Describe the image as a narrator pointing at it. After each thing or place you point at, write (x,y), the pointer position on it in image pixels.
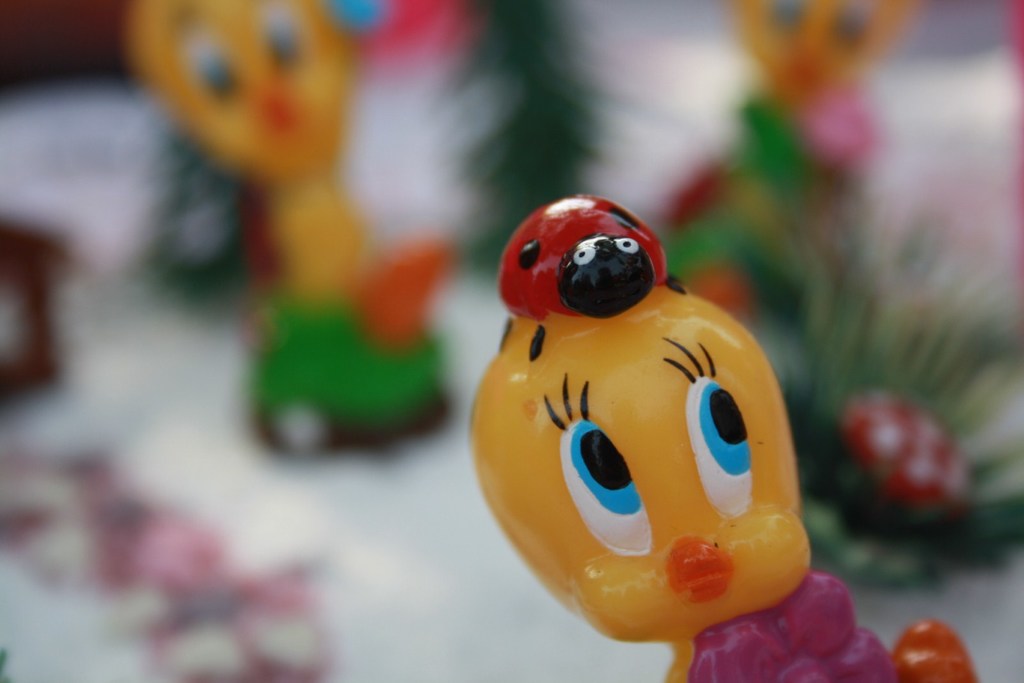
In this picture we can see toys (521,247). Background (405,32) is blurry.
